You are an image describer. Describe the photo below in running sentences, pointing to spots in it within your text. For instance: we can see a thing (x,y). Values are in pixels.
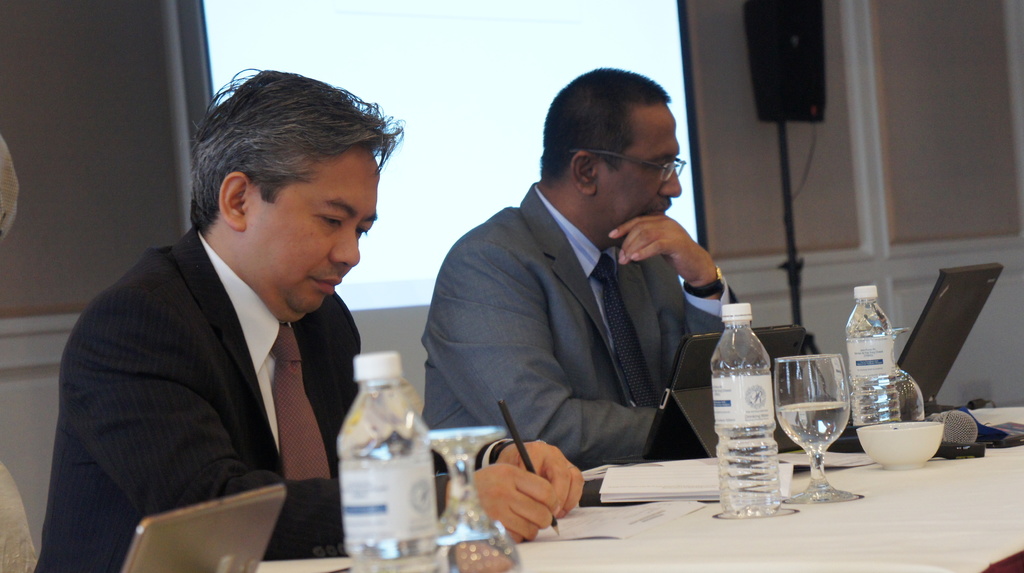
In this image we can see men (253,352) sitting on the chairs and a table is placed in front of them. On the table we can see laptops (844,445), disposable bottles (764,461), glass tumblers (817,448), bowls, books (654,478), mics (957,424) and stationery (629,507). In the background (227,13) there is a screen (227,13).
